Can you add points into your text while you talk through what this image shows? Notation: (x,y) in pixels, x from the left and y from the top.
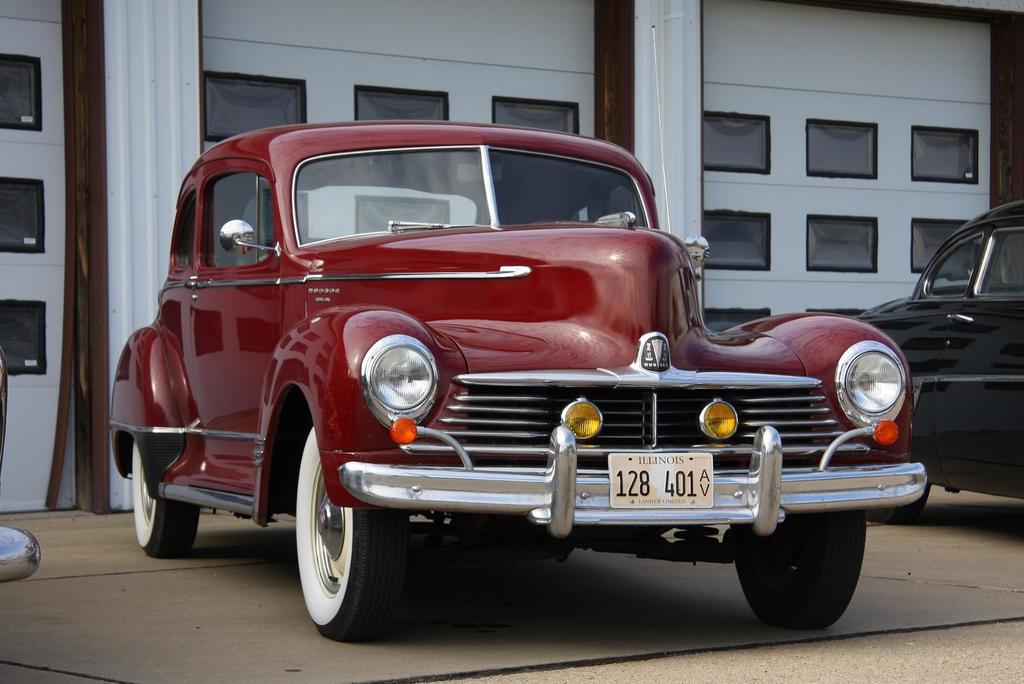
This image consists of cars (937,317). In the front (598,352), there is a car (384,433) in red color. They look like vintage cars (755,335). In the background (288,106), we can see a building (166,135) along with windows (7,99). At the bottom (171,601), there is a road (566,618).
